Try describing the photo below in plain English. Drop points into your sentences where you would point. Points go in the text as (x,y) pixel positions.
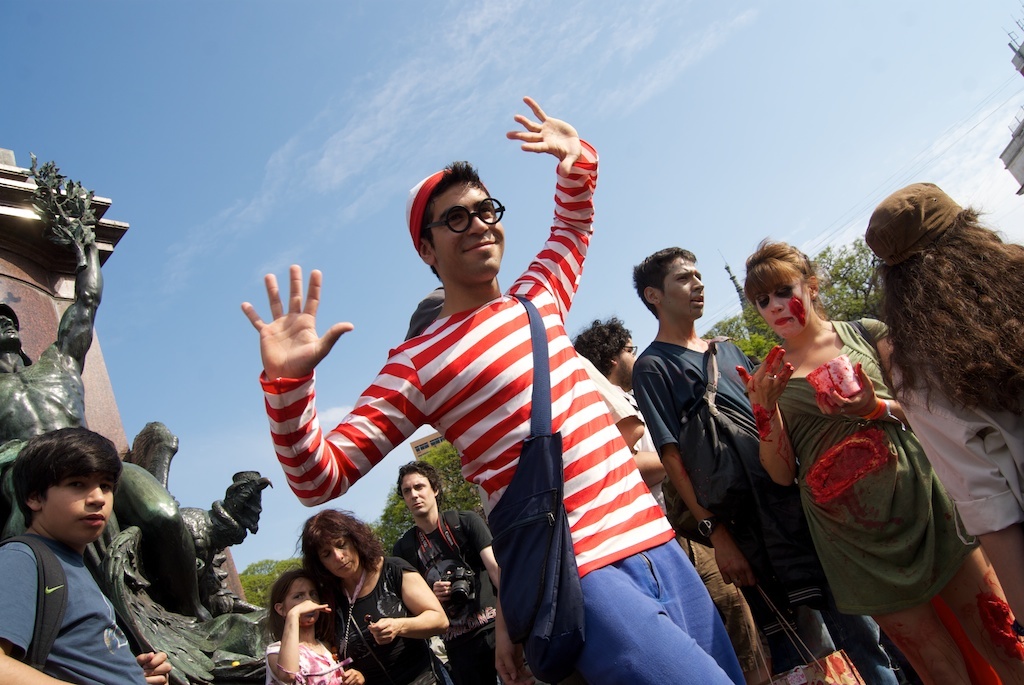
In the picture I can see group of people (376,460) standing among them some are carrying bags (550,584). In the background (289,539) I can see statues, trees (454,479), buildings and the sky (391,255).
